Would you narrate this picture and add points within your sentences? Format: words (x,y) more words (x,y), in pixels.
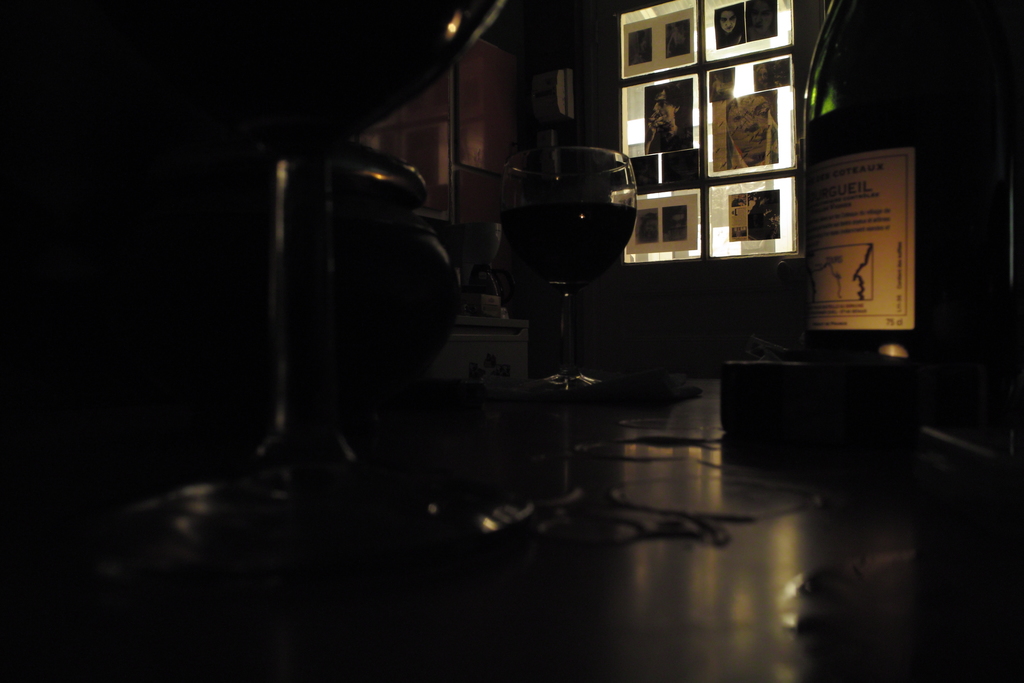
In this picture I can see a glass (594,203) in front (560,218) and I can see the posters (692,221). On the right side of this picture (876,205) I can see something is written on the paper (854,206) and I see that this picture is in dark.
